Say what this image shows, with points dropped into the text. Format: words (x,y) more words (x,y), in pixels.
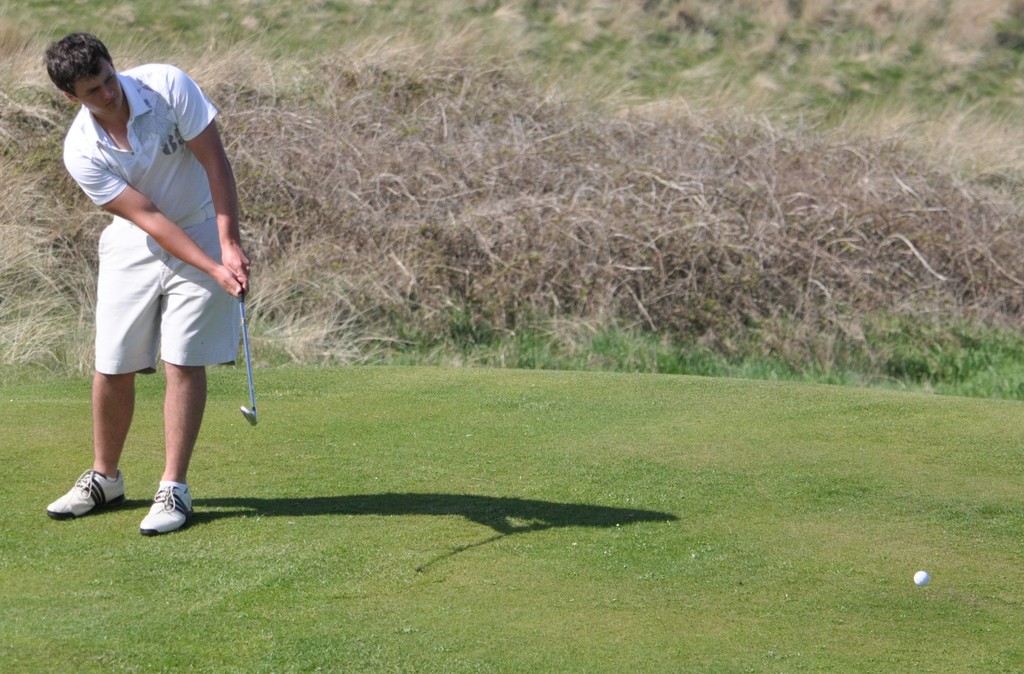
In this image I can see a person (206,334) holding a golf club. There is a shadow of that person (200,318) and there is a ball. In the background (852,261) there is grass (261,219).
